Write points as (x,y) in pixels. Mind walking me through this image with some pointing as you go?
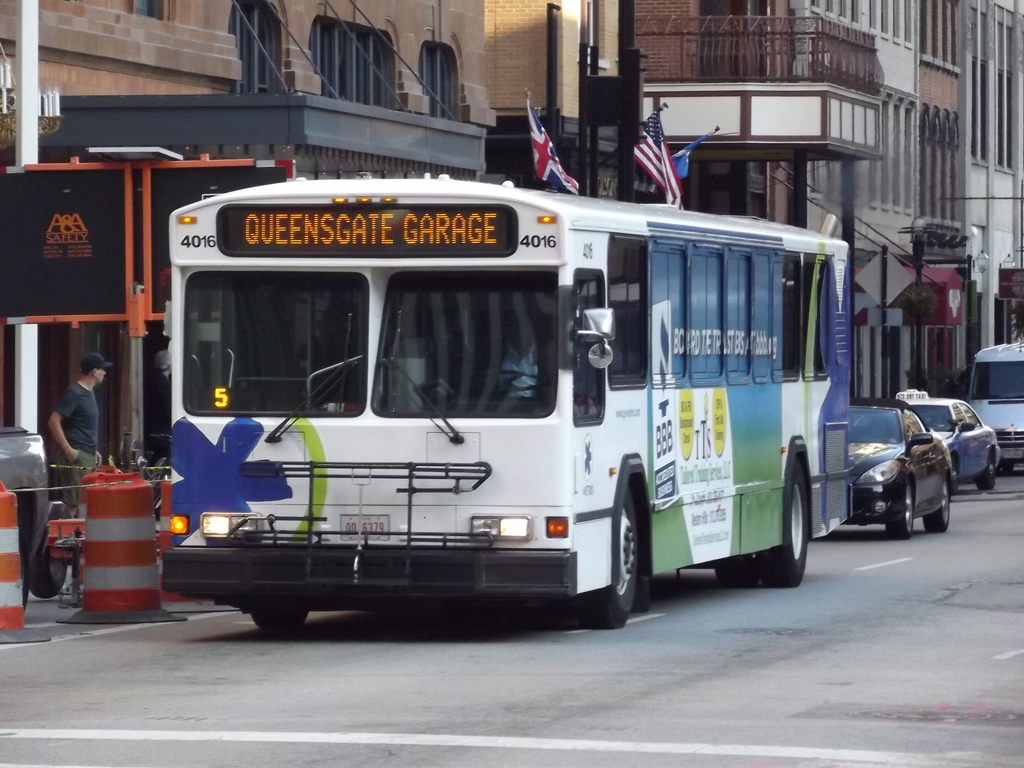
In this image we can see a few vehicles (230,430) on the road (452,612), there we can also see few buildings (114,340), some poles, flags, few circular objects (94,552), a sign board (71,212) and a few cables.
